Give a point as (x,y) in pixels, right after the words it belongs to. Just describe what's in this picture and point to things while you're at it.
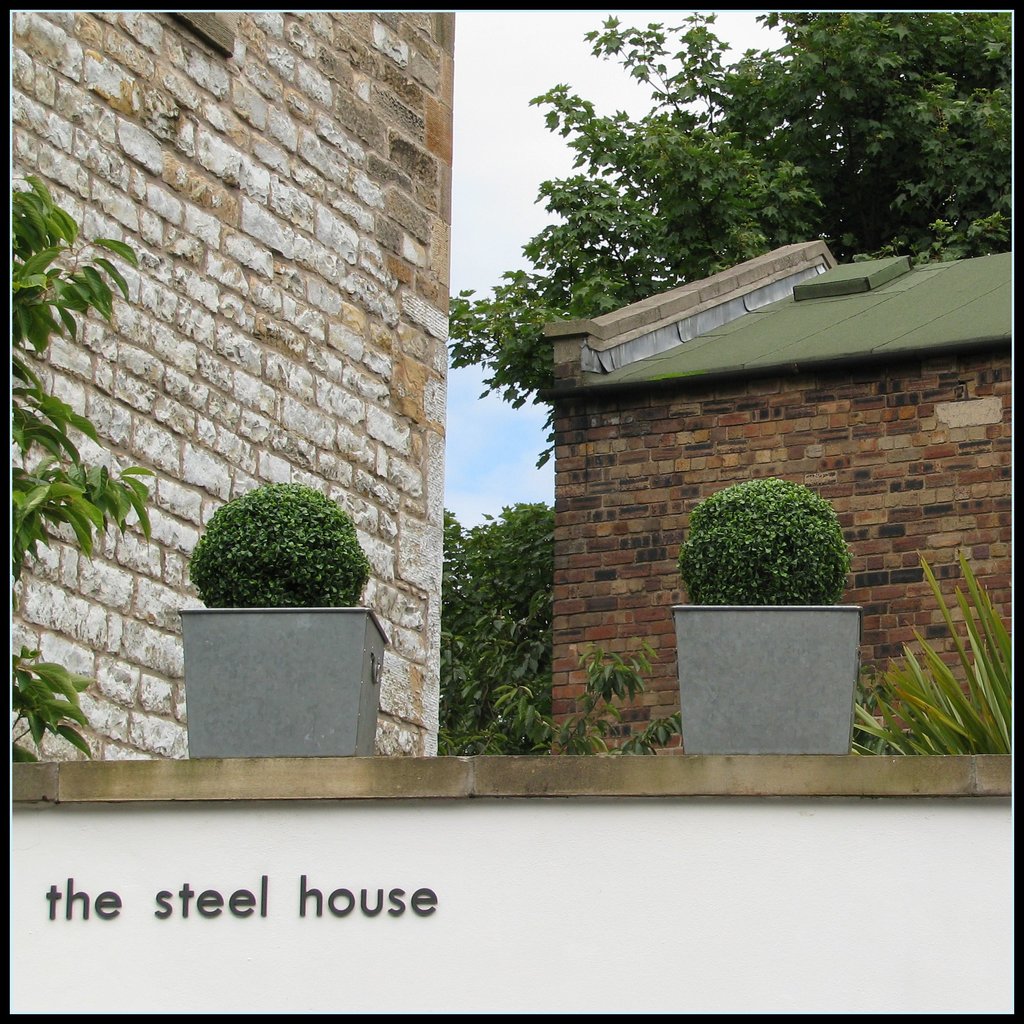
In this image I can see a wall (341,993) with some text (70,914) and two potted plants (358,565) over the wall (855,773). I can see another wall (30,592) on the left hand side of the image (300,107) and a plant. I can see a house (934,491) on the right hand side (954,469). I can see some trees (475,675), plants (483,669) on the right hand side (685,51) and the sky (500,179) in the center of the image (479,410).
